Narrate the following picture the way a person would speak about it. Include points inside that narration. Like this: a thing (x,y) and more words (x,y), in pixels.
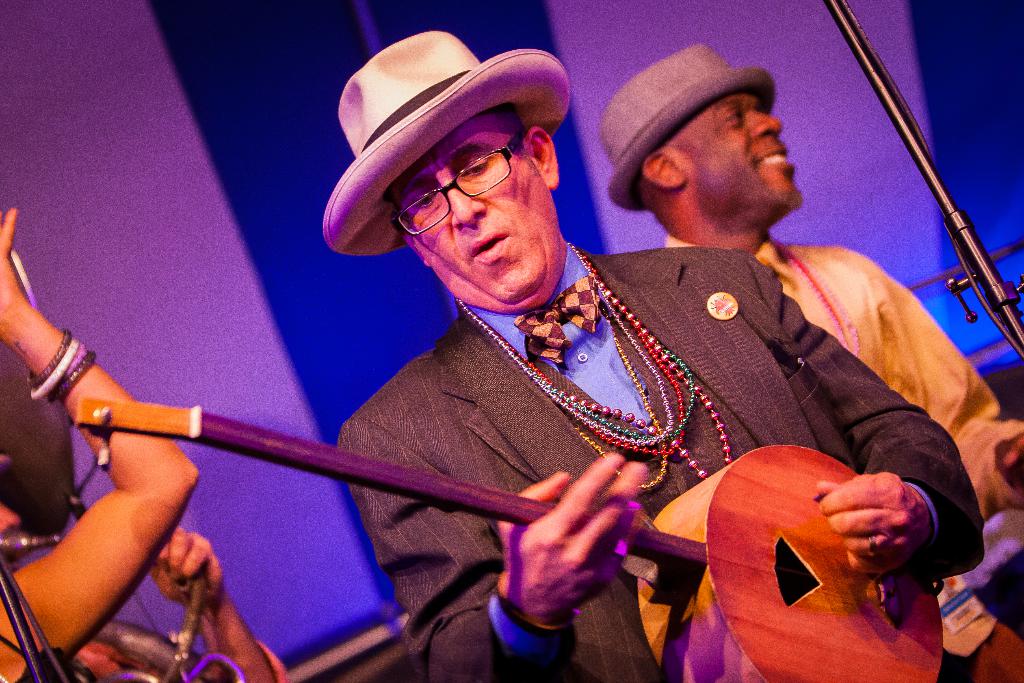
In this image In the middle (615,372) there is a man (610,444) he wears shirt (607,366), tie (552,327), suit (479,392) and hat (434,128) he is playing musical instrument (756,581). On the right (865,268) there is a man (848,273) he wears shirt (877,297) and hat (674,119) he is smiling. On the left (145,504) there is a woman (106,509).
